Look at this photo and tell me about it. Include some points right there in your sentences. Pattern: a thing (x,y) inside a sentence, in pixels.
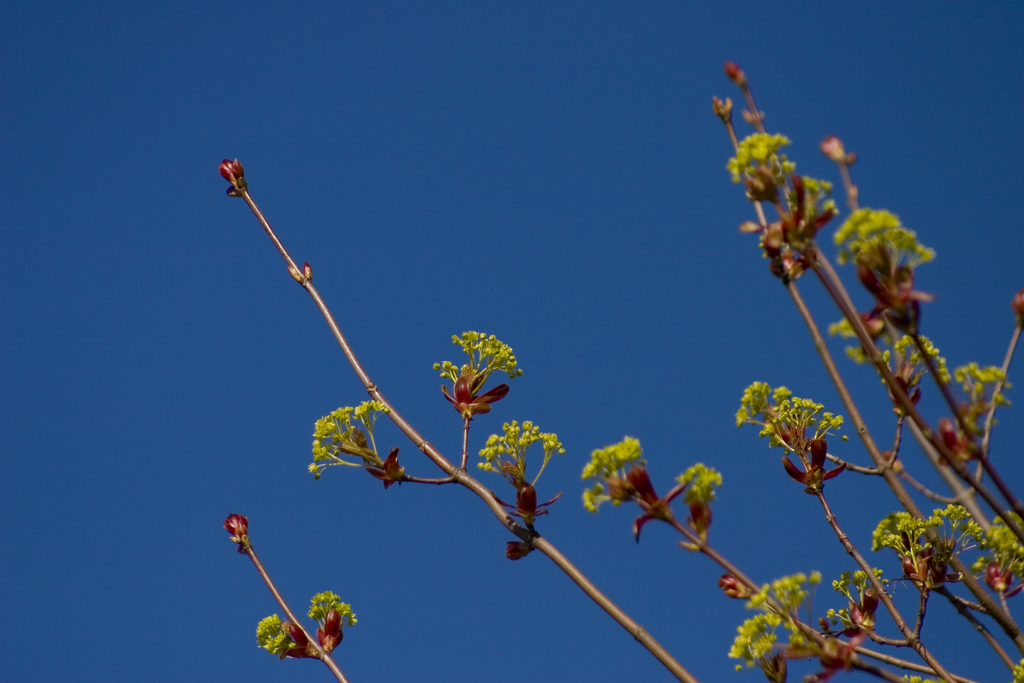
The picture consists of stems (802,623) of a tree (890,463), there are flowers (347,419). Sky (599,324) is clear and it is sunny.
